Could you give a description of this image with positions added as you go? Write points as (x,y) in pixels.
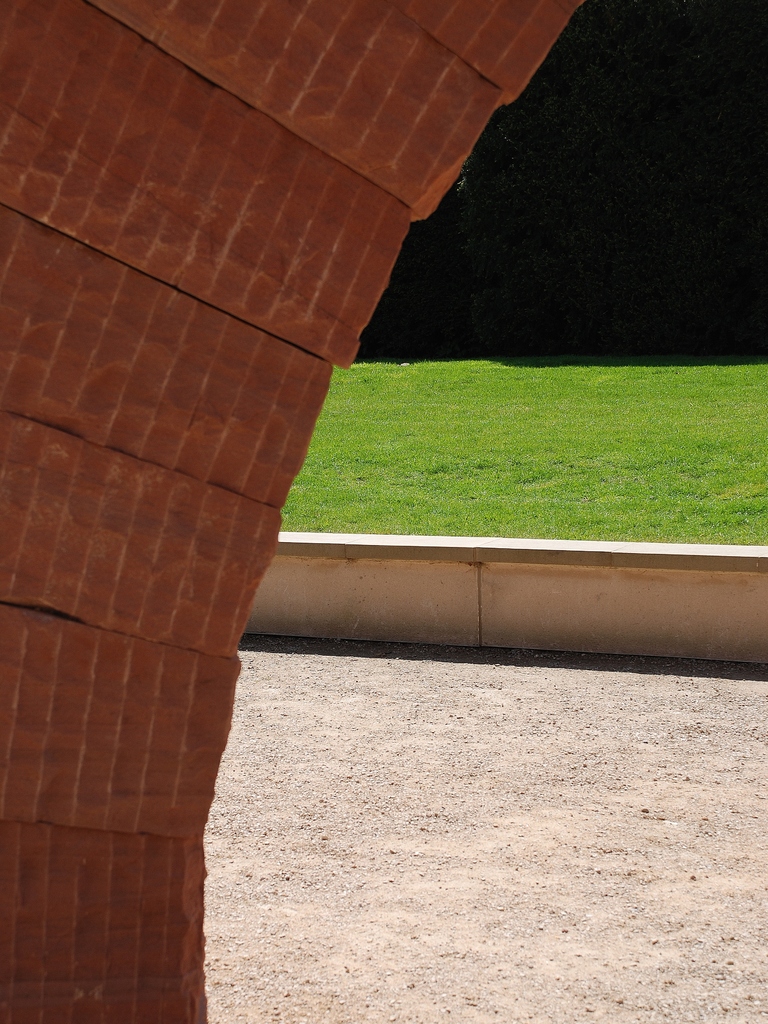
On the left side (113,711), there is an arch (120,882) made with bricks (149,672). In the background (659,610), there is a small wall (613,579). Beside this wall (516,570), there is a road (519,889) and grass (472,463) on the ground (526,471). And the background (726,104) is dark in color.
